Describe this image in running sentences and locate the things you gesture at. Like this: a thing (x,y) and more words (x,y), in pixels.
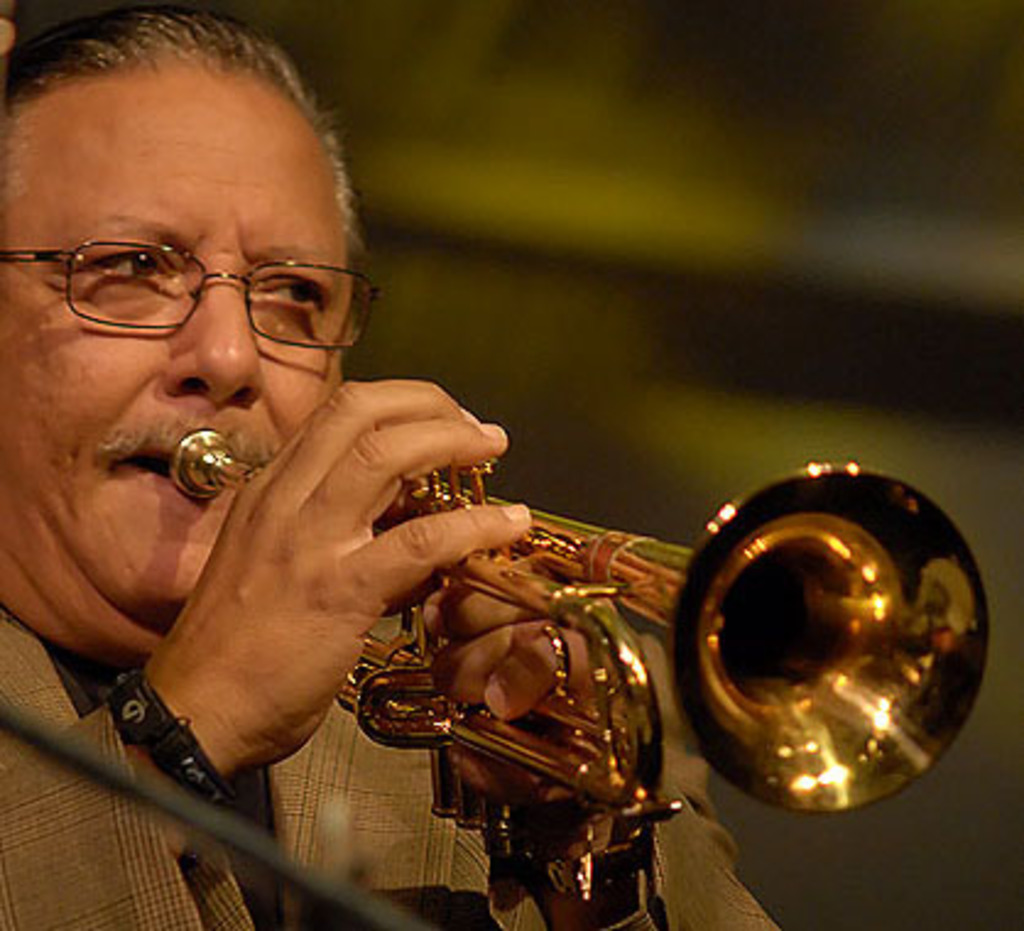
In this image, we can see a person (143,503) wearing clothes (113,828) and playing a musical instrument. In the background (536,117), image is blurred.
